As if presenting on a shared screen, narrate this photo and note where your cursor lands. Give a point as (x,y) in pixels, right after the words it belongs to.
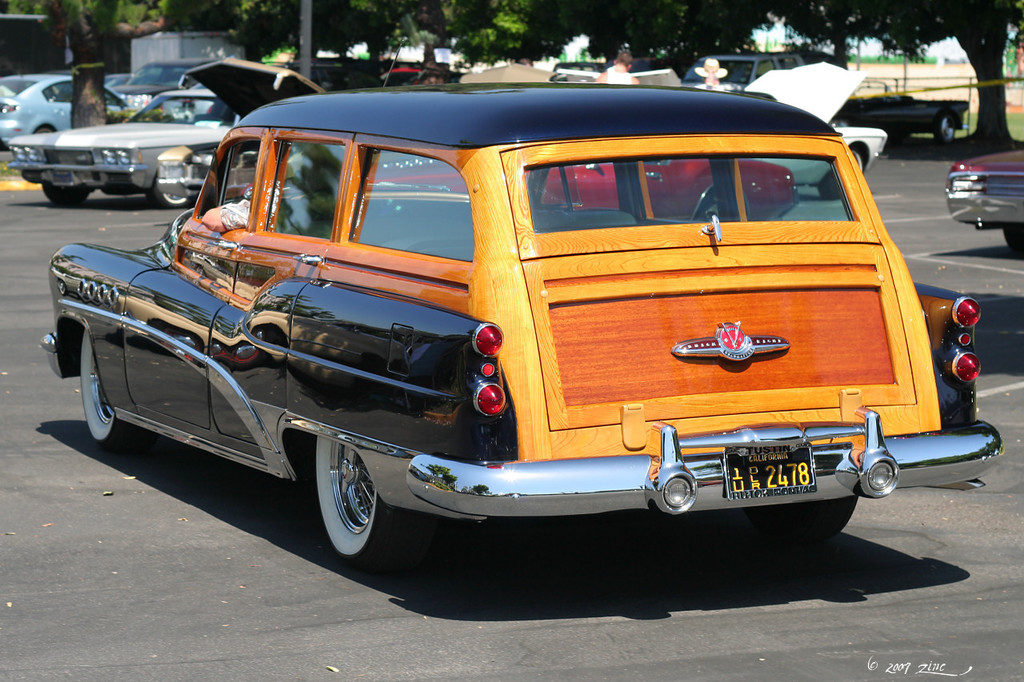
In this picture I can observe a car (99,387) on the road (113,549). The car (192,371) is in black, yellow and brown colors. In the background (171,86) there are some cars (114,83) parked on the land (948,161). I can observe some trees (370,33).
